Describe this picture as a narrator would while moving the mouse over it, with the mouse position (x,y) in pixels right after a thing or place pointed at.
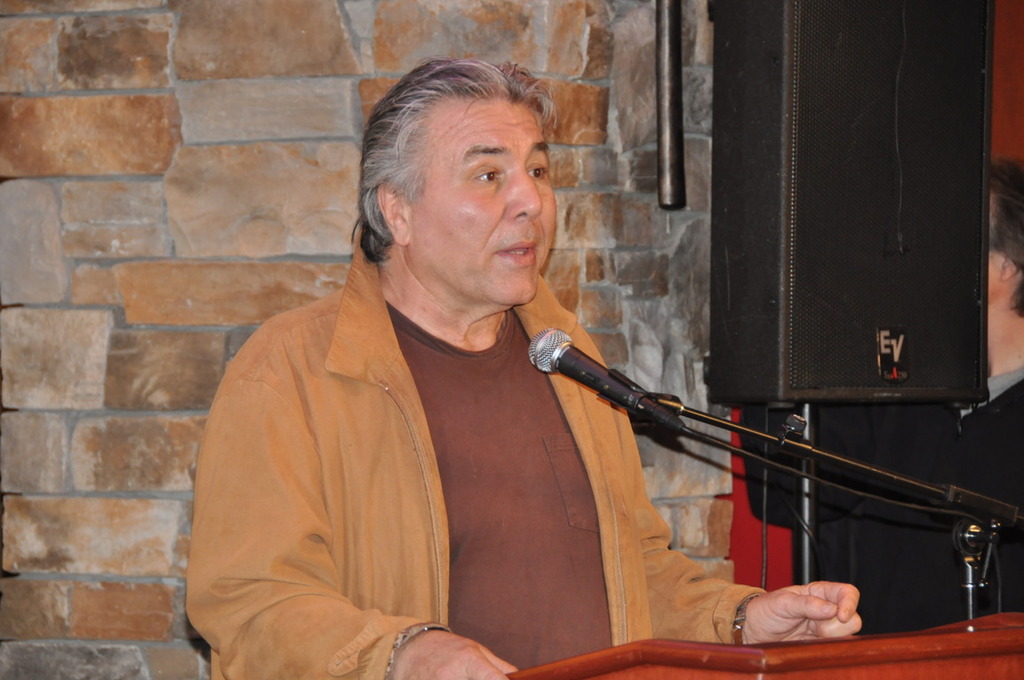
In the image there is an old (435,364) man in brown jacket (430,483) standing in front of dais (689,674) and talking on mic (595,364) and behind him there is wall (135,226) on the left side (338,94) and on the right side (842,180) there is a speaker (876,254).
